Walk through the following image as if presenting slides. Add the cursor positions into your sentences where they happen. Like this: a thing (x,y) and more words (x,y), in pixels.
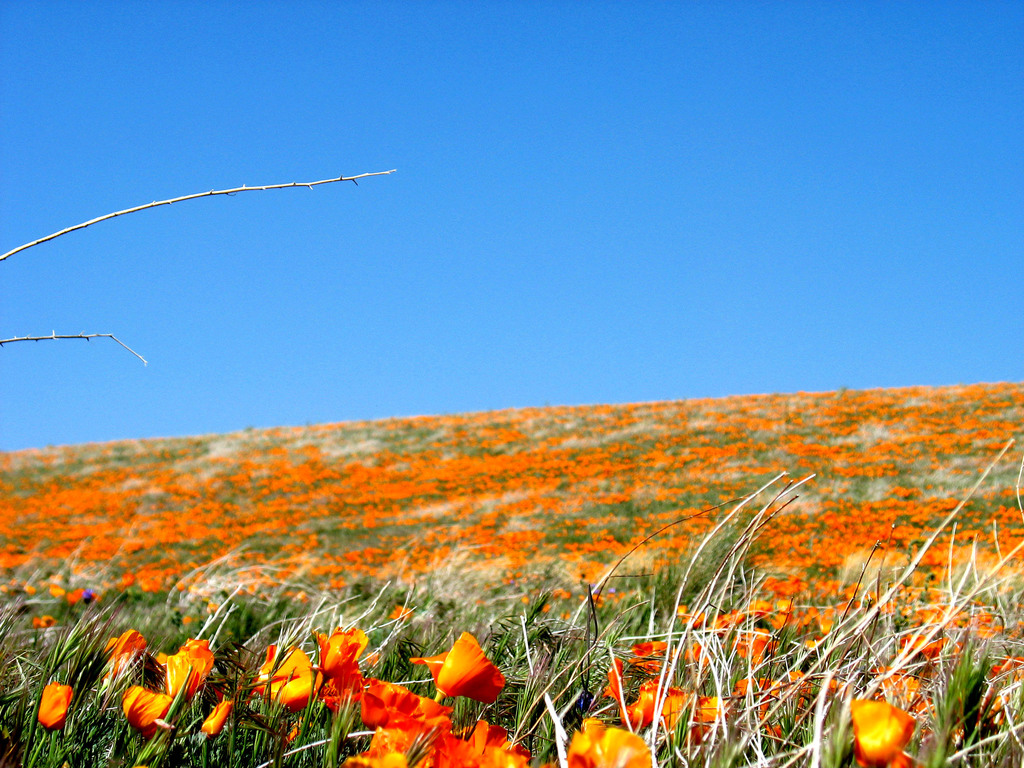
This image looks like a field (137,528). And there are plants (269,742) with flowers (1013,636) in the foreground (431,606). And there is sky (996,371) at the top (683,95).
